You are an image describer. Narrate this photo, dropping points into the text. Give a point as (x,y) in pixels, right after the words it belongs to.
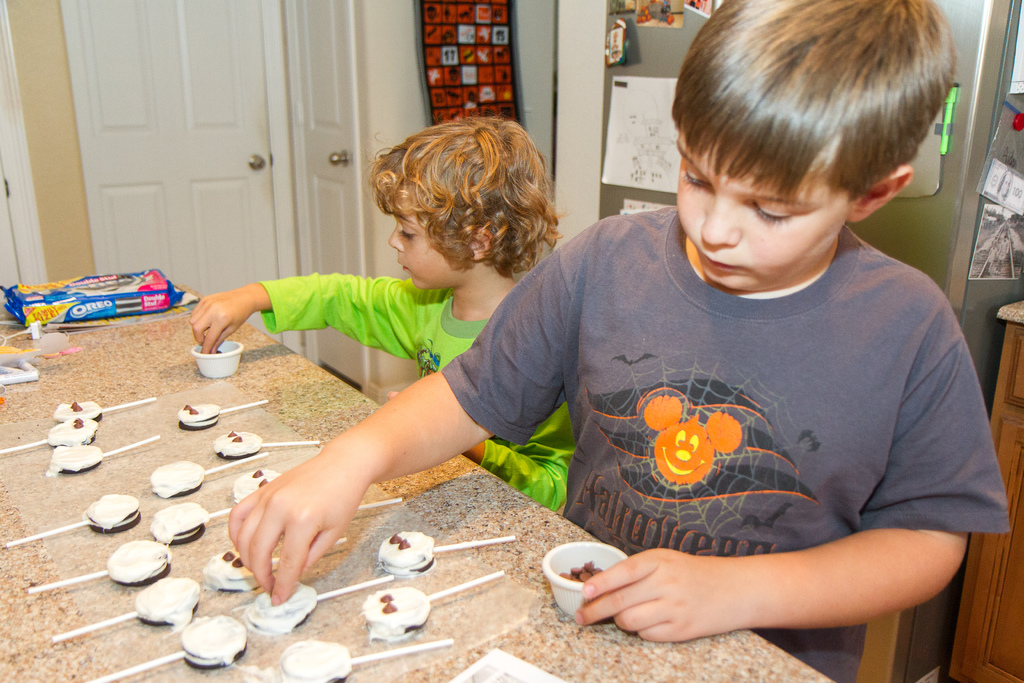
In this picture I can see a table (172,386) in front (20,386) on which there are white and brown color things (78,417) and I see a thing (52,301) which is colorful and I see something is written and I see 2 boys (572,301) who are standing. In the background (964,12) I see a fridge (950,1) on which there are few things (615,155) and I see the doors (246,99) on the left side of the image (241,180).
